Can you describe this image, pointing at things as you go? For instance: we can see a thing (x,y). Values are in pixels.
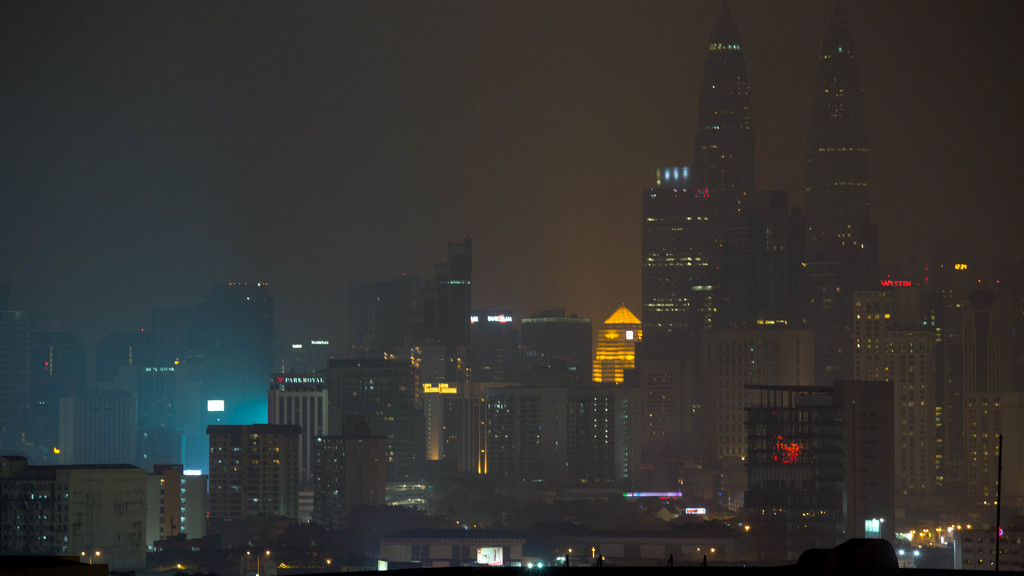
In this image, I can see the buildings (792,348) and skyscrapers (842,239) with lights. In the background (225,253), there is the sky (519,137).
